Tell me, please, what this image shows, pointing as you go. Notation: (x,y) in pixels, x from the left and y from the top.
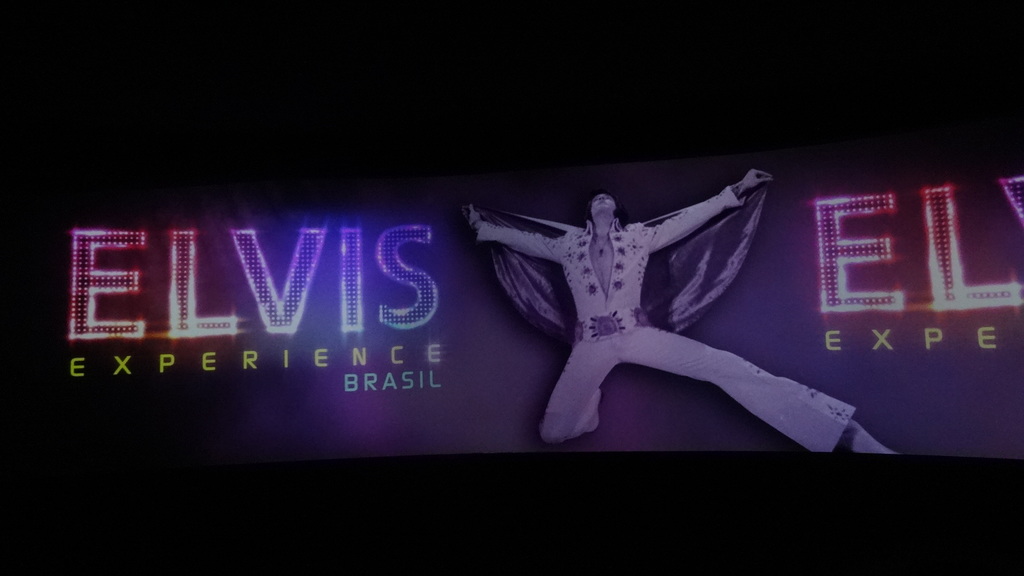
In this image I can see a man (574,313) and something written on it.
